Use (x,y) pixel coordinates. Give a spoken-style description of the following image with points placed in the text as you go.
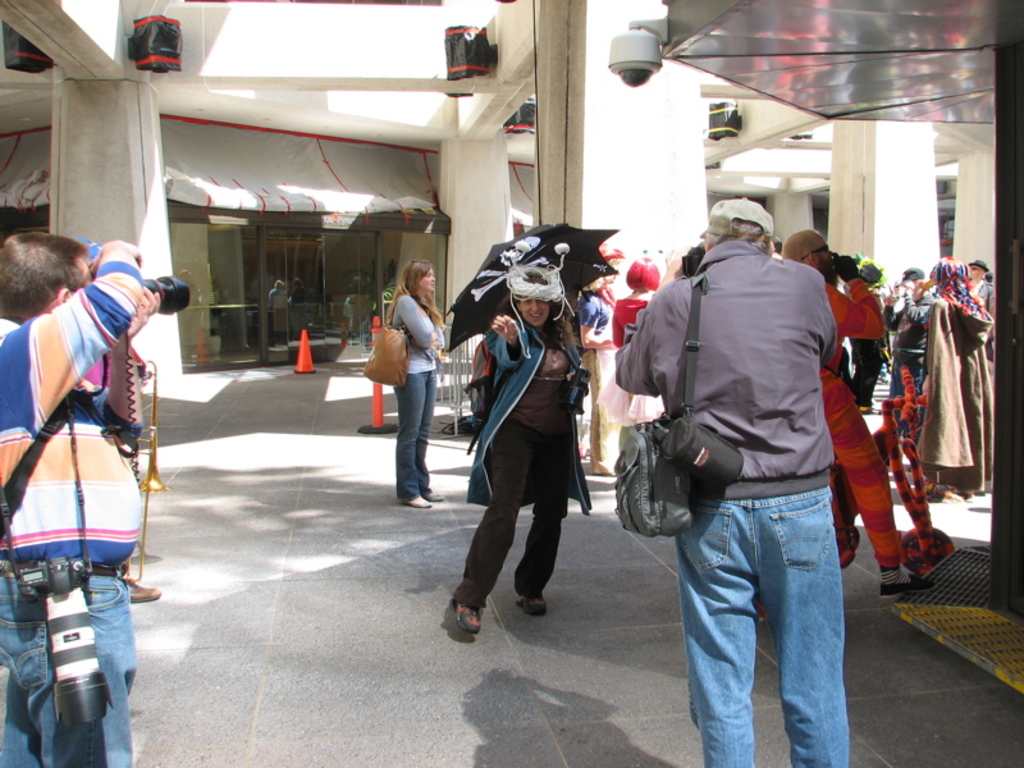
In this picture we can see some people (711,349) are standing, a woman (517,468) in the middle (525,440) is holding an umbrella (549,266), two persons (746,395) in the front (78,634) are holding cameras (52,580) and carrying bags (640,495), there are some pillars (140,352) in the middle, in the background (293,268) there is a glass door (315,292) and traffic cone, it looks like a camera (639,68) at the top of the picture (639,62).
